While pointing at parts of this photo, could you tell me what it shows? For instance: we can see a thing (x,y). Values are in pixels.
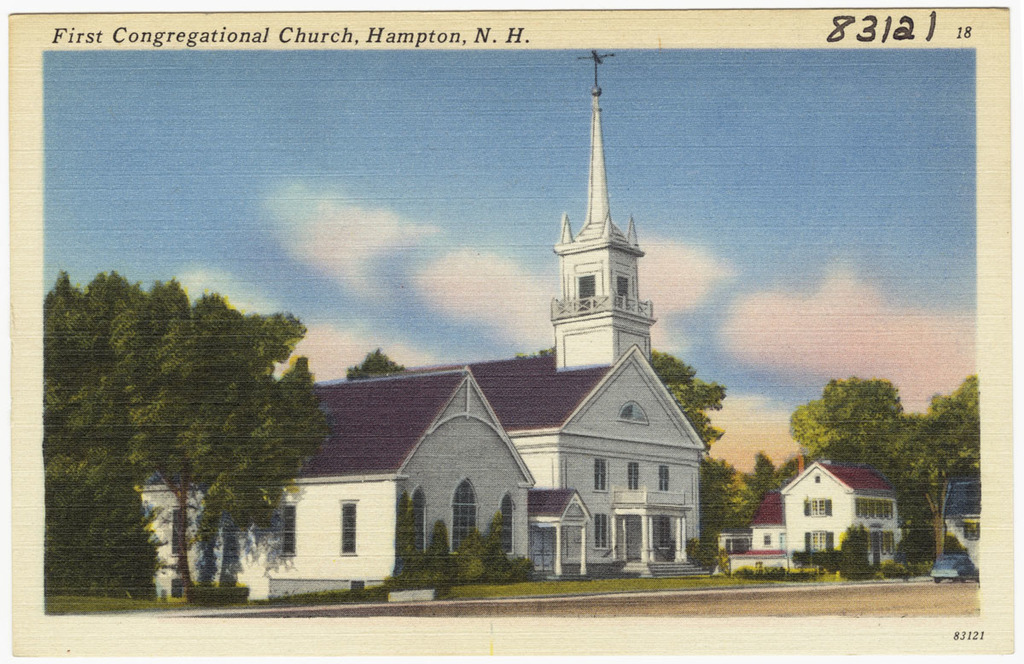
This image is a painting. On the right side of the image (714,500) we can see buildings (837,516) and trees (880,467). On the left side (132,499) there are trees (146,477). In the background (202,118) there is a sky (349,122) and clouds (442,256).
